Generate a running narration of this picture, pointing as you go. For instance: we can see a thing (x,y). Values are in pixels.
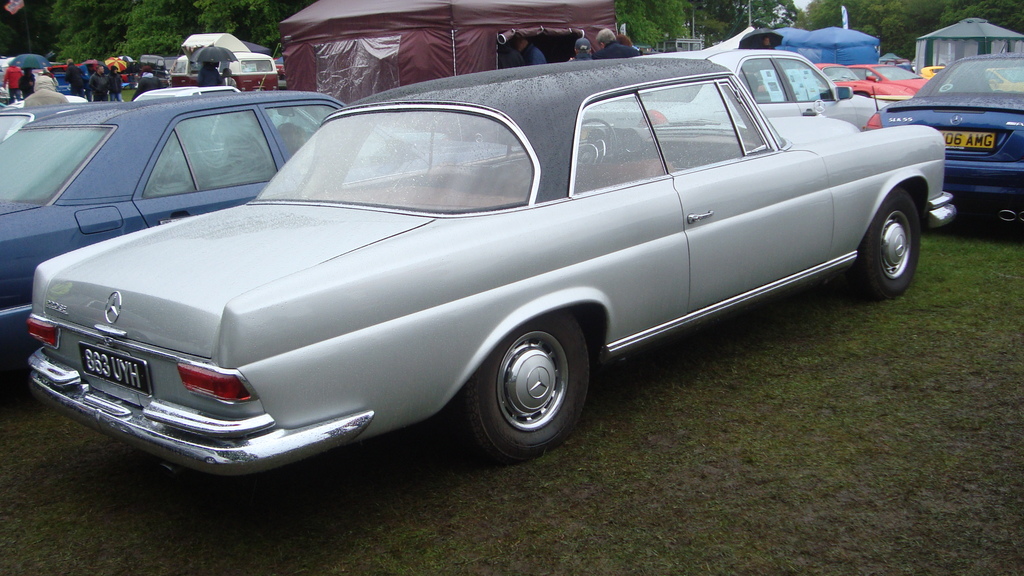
In this image we can see the vehicles (496,335). We can also see the tents (406,25) for shelter. Image also consists of trees (664,3), grass (665,433) and also the people (154,86). We can also see the umbrellas (119,62).
